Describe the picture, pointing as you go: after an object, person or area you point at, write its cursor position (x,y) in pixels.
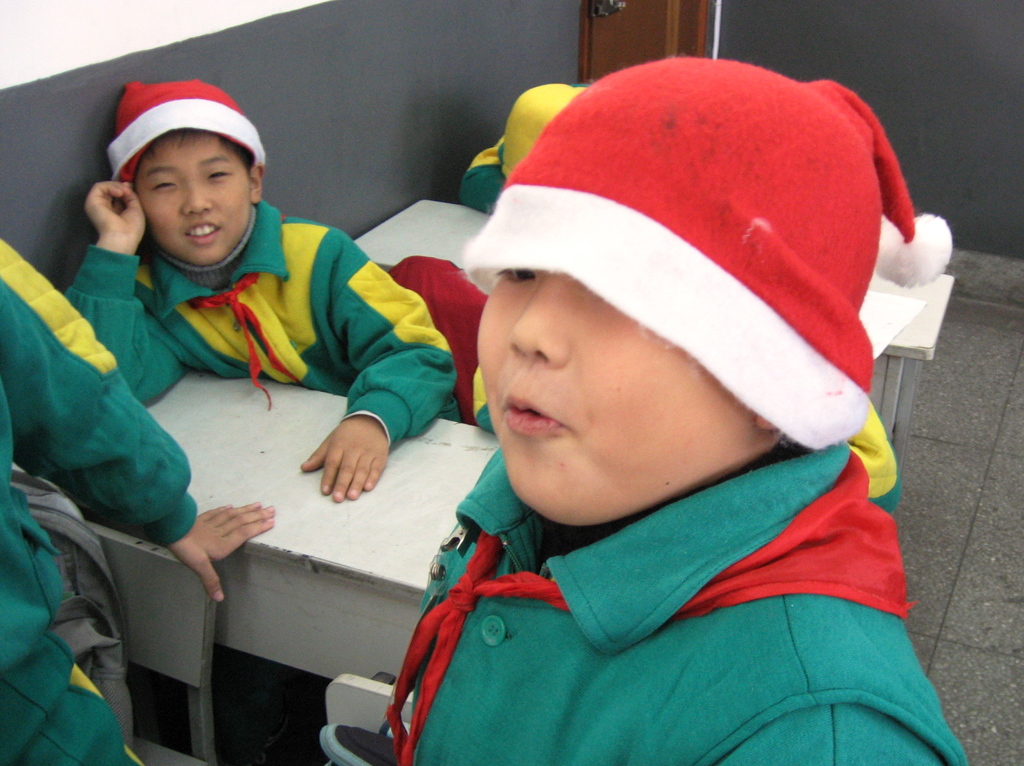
In this image we can see some children (481,513) sitting on the benches (435,463) wearing some Christmas hats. On the backside (240,46) we can see a door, wall (552,81) and the floor (1023,424).
